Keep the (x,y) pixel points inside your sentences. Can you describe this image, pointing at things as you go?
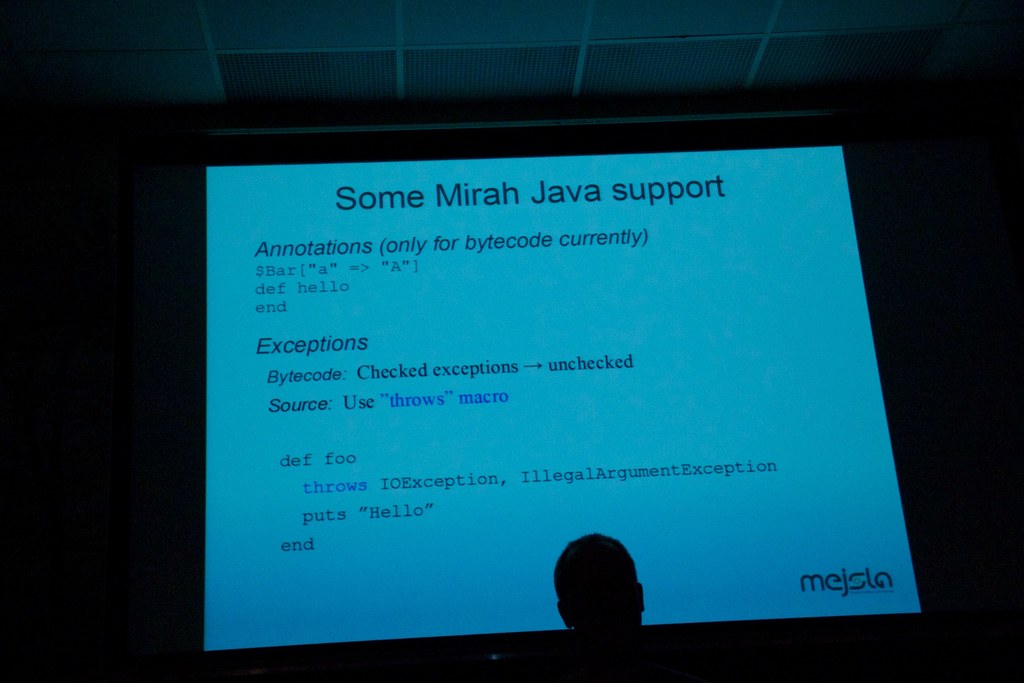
In the image there is a screen (522,490) in the back (791,403) with a person (580,563) in front of it.
